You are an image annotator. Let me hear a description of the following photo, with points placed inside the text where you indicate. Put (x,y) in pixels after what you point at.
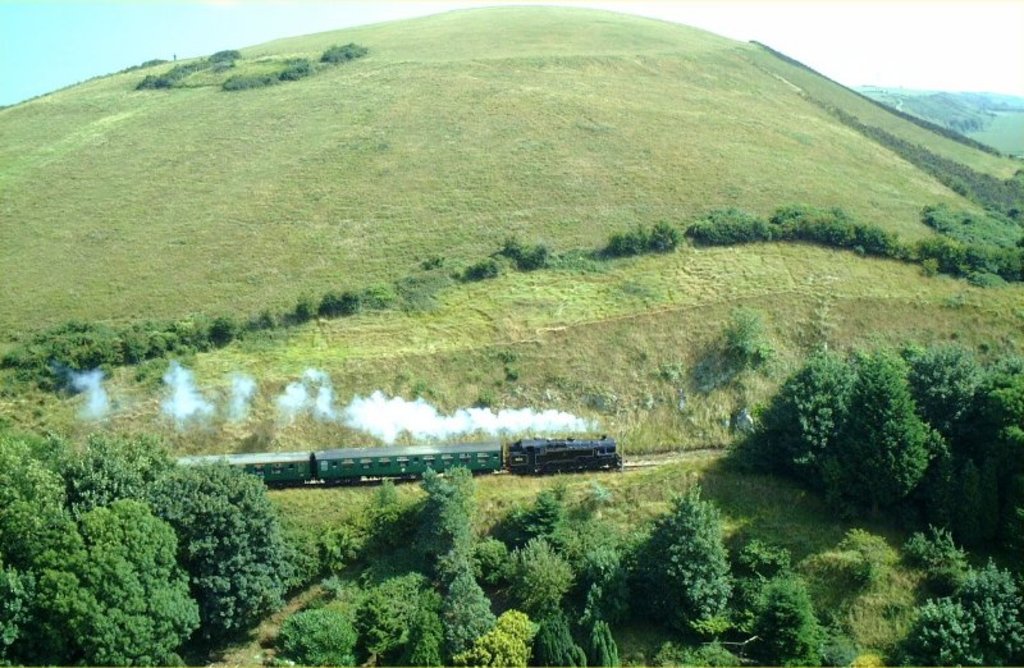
In this picture I can see there is a train (316,465) moving here and there are trees (455,475) here. There are mountains (432,275) here in the backdrop (271,225) and the sky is clear.
